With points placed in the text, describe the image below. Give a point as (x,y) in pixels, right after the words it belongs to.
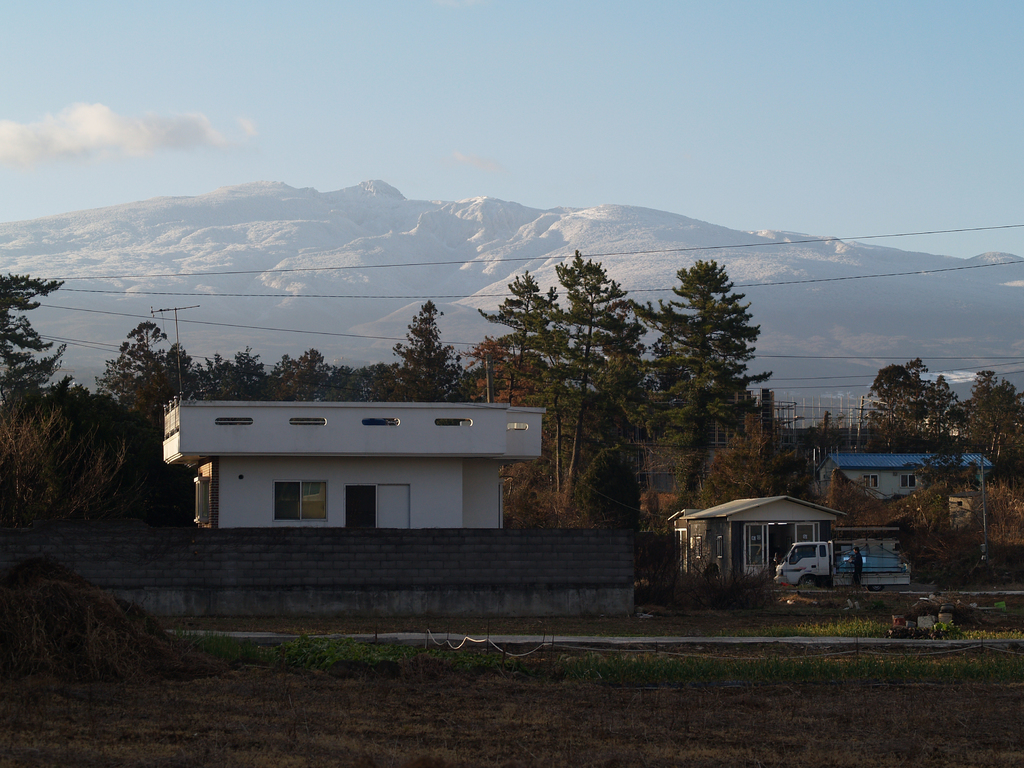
In this image, we can see houses (233,413), trees (137,392), poles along with wires (624,292) and we can see a vehicle (819,572) and a person (856,578) on the road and there are hills (467,228). At the top (217,169), there are clouds (199,116) in the sky (336,162) and at the bottom (297,712), there is ground (231,703).
